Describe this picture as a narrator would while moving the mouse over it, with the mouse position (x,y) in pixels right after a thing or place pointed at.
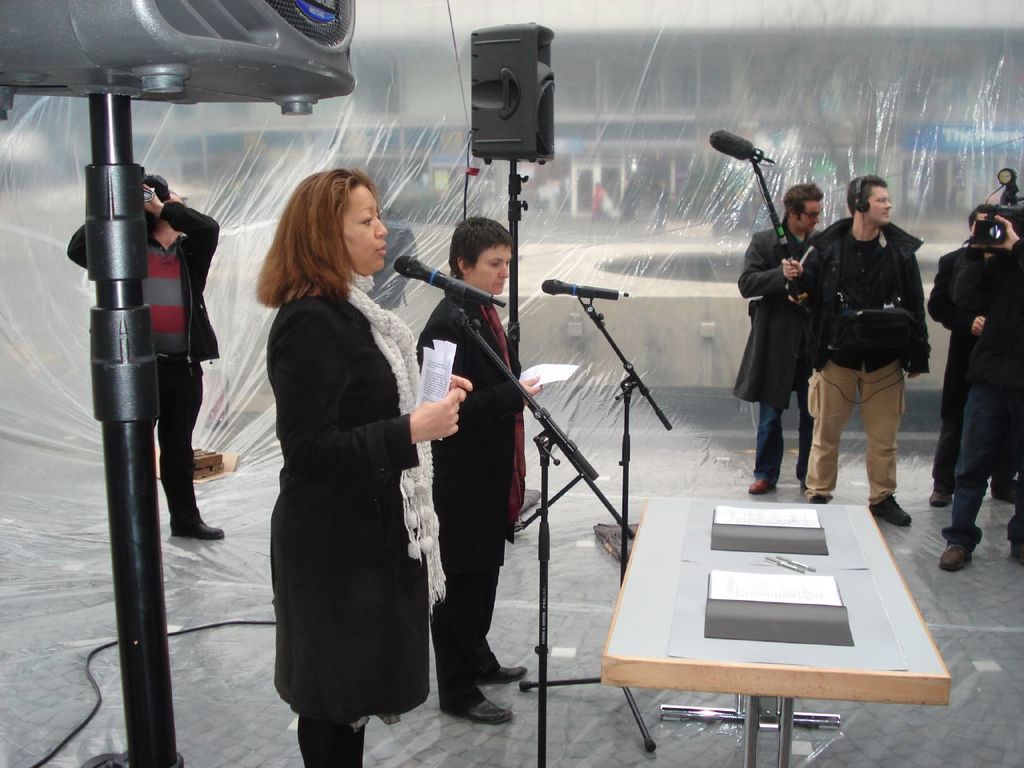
In this picture we can see a transparent material (999,524) and groups of people (950,260). On the transparent material (664,178) there are some objects (738,625) on the table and there are stands (469,334) with microphones (459,282) and speakers (353,73). Behind the transparent material (600,272), it looks like a building (641,126).
